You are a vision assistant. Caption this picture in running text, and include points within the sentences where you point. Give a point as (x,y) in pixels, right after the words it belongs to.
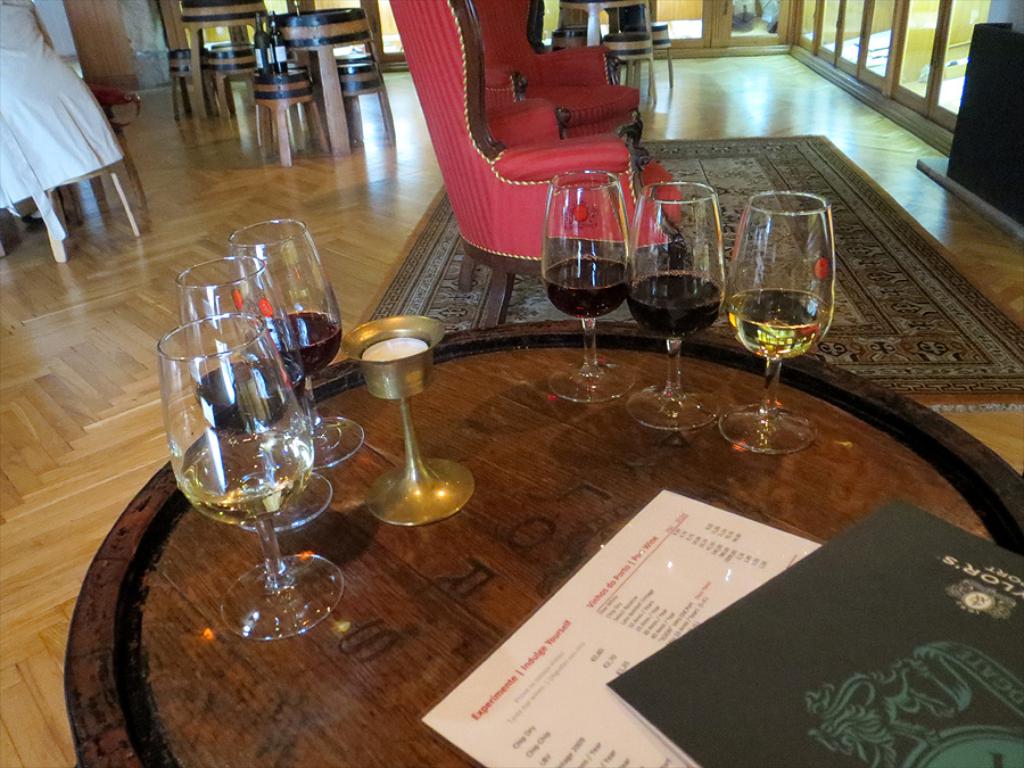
Here we can see glasses of wine (773,379) present on a table (361,660) and we can see menu card (490,744) also and besides that we can see chairs (467,157) and tables (304,39) with bottles (278,32) present on them and we can see a carpet (966,349) on the floor (930,198).
